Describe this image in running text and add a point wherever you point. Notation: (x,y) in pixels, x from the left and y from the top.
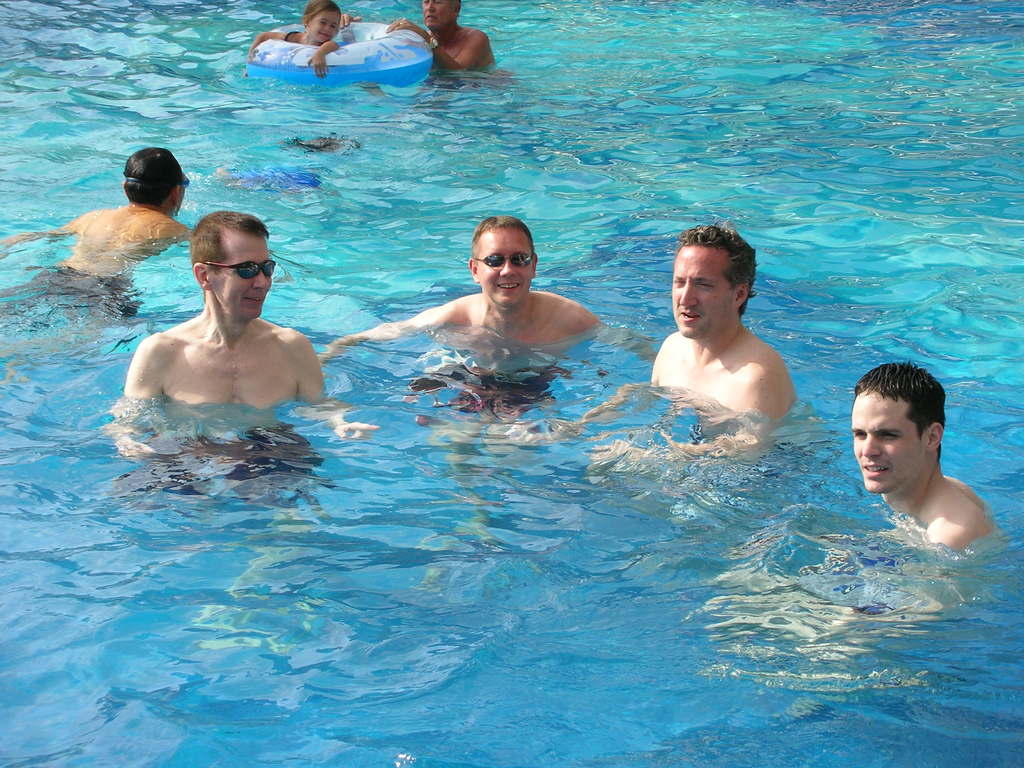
In this image I can see few men (945,546) swimming in the water (296,566). At the top (331,40) there is a girl (323,24) swimming by using a balloon (383,65) and one person (457,40) is holding that balloon (405,44).
